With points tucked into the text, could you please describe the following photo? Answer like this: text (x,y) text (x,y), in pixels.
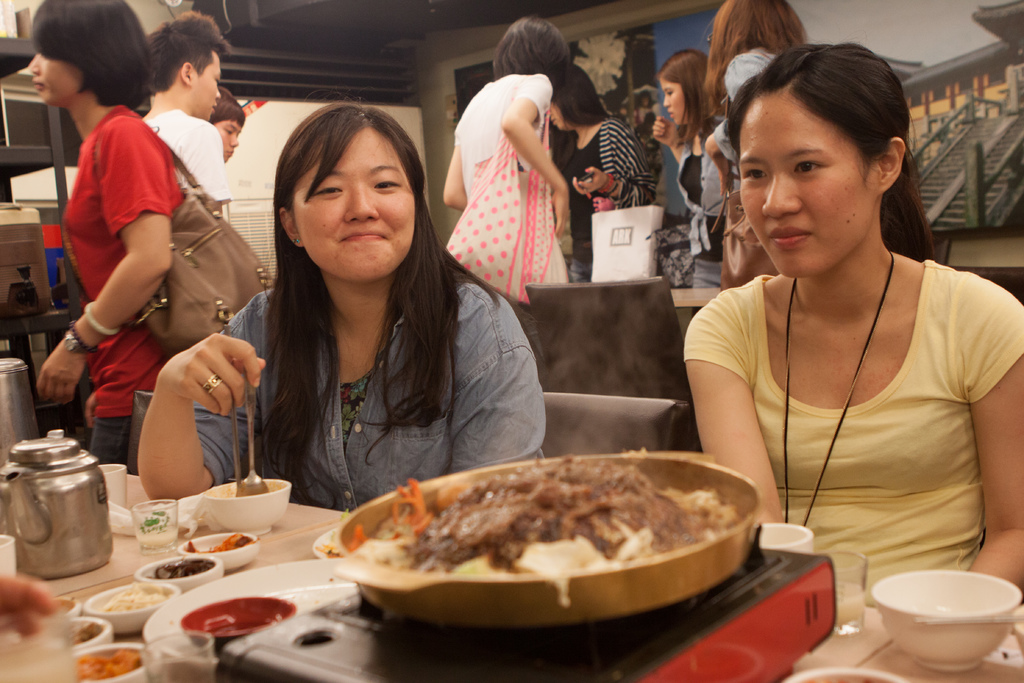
In this picture I can see there are two women (382,391) here and there are few other people (232,150) in the backdrop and there is a table (297,532) here with some food (404,565).
